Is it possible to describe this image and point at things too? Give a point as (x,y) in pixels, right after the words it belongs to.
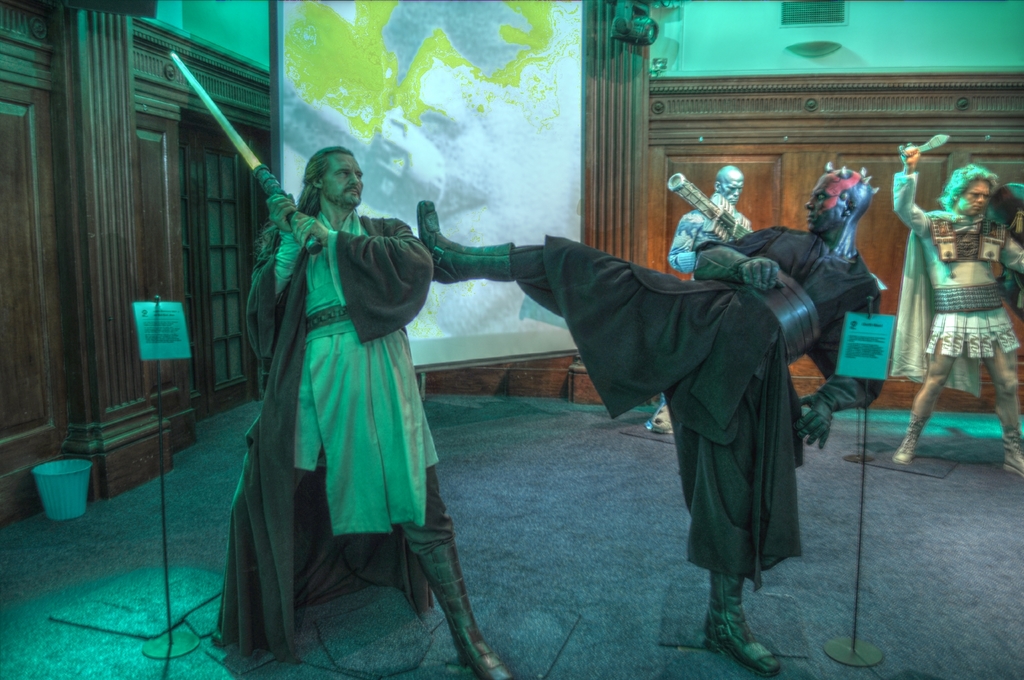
This is the picture of a room (154,270). In this image there are statues (557,273) standing and holding the objects (1018,227). There are boards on the stands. At the back (421,70) there is a screen (387,93) and there is a door (228,290). At the top (647,34) there is a light (646,20). At the bottom (51,484) there is a dustbin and there is a mat (50,550).
